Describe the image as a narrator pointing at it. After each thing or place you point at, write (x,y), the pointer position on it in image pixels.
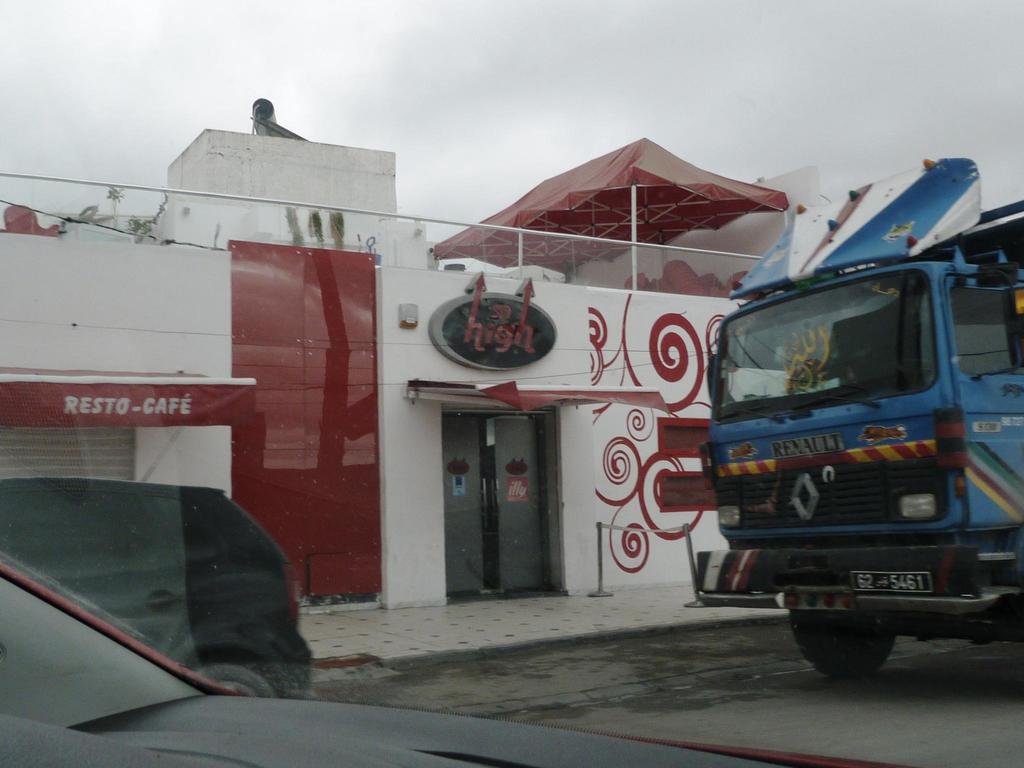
In the foreground of the picture (196,610) there are vehicles (772,551) on the road (763,636). In the foreground (229,685) it looks like there is a glass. In the middle (512,284) we can see a building (470,224). At the top (513,62) there is sky (589,44).
